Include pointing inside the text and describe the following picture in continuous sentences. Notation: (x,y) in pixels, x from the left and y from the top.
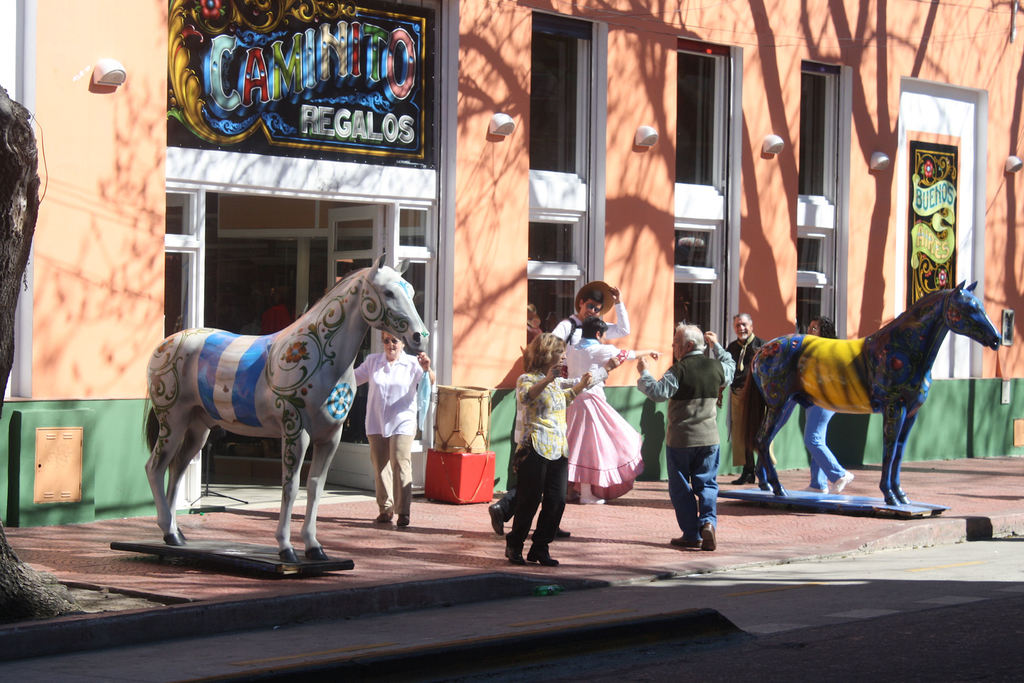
In this image there are group of people (632,354) standing, horse sculptures (819,372), building (1023,394), tabla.
